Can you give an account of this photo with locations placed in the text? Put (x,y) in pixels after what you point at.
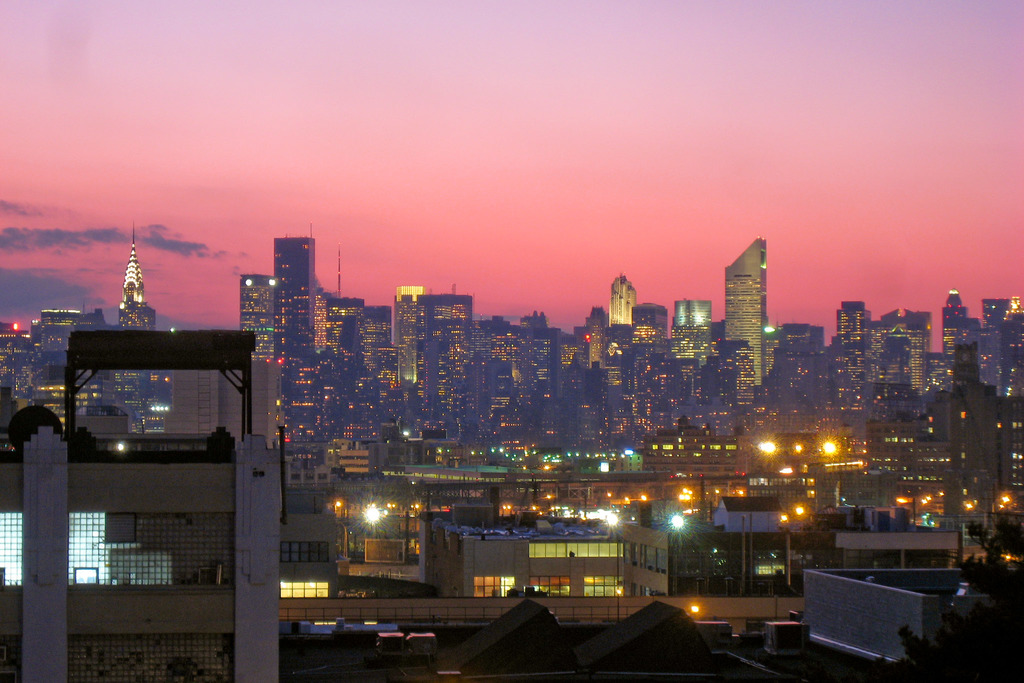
In this image we can many buildings (658,418) and skyscrapers (646,418). We can see a tree (987,645) at the right side of the image (991,657). We can see the sky (577,142) in the image. We can see few clouds (25,276) in the sky (53,262) at the left side of the image (25,276).
